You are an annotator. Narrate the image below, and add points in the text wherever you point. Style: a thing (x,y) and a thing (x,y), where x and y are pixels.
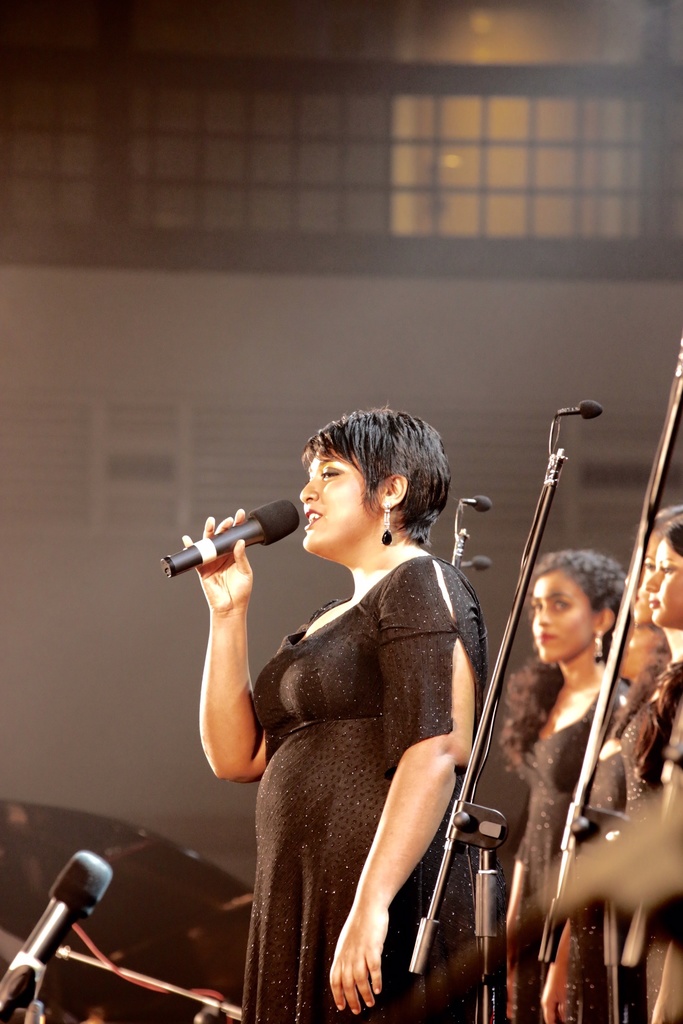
In this image I can see a person (372,917) standing holding a microphone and singing. the person (417,621) is wearing black color dress (433,582). I can also see few other person (632,785) standing, few microphones (554,434). Background (642,305) I can see windows (282,215) and wall (114,360).
